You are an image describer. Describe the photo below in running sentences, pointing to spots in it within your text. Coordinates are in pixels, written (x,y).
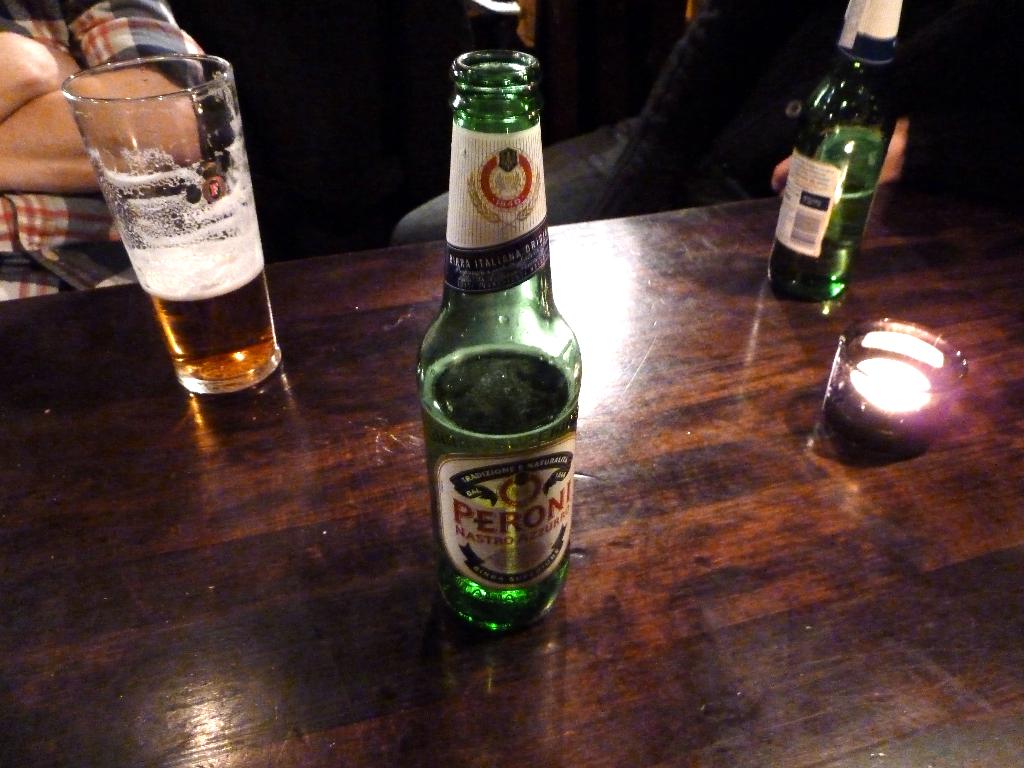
On the table (146,365) we can see two beer bottles (842,75) and a small candle bowl (897,372) and a glass (194,250) with some amount of beer (219,305). There are 2 persons (609,123) over here.
